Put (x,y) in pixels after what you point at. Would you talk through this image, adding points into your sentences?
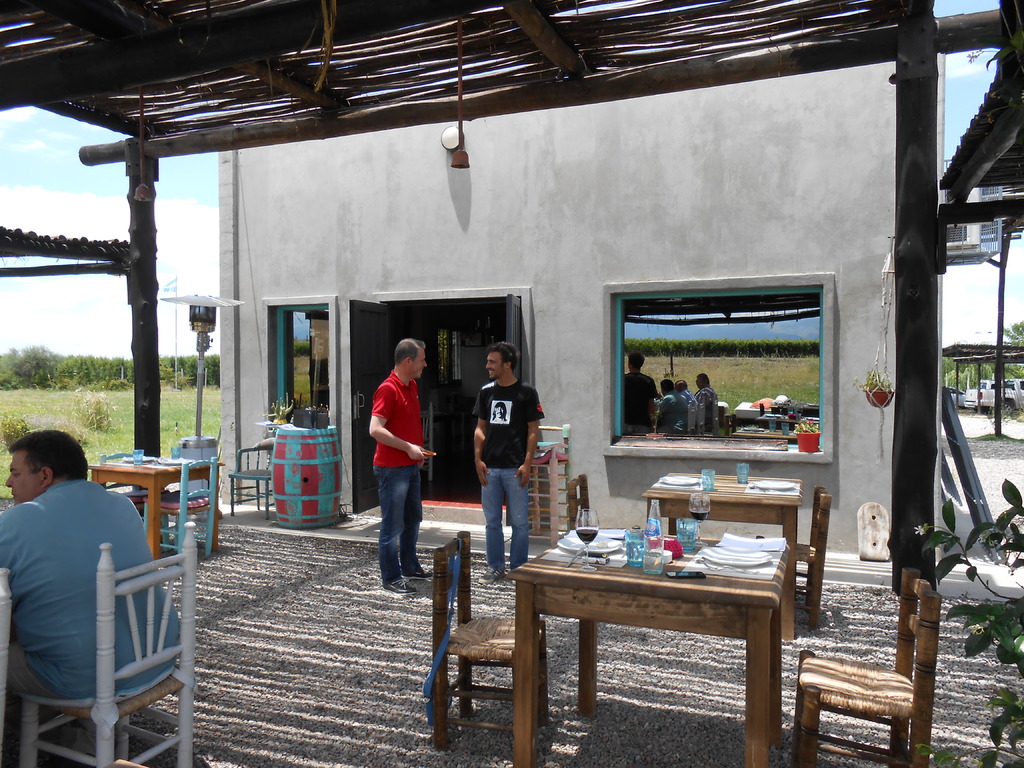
In the image we can see there are people (528,460) who are standing and few people (150,560) are sitting and on the table (711,579) there are glass (635,551), wine glass (586,564), plate (716,556), napkin (736,539).
